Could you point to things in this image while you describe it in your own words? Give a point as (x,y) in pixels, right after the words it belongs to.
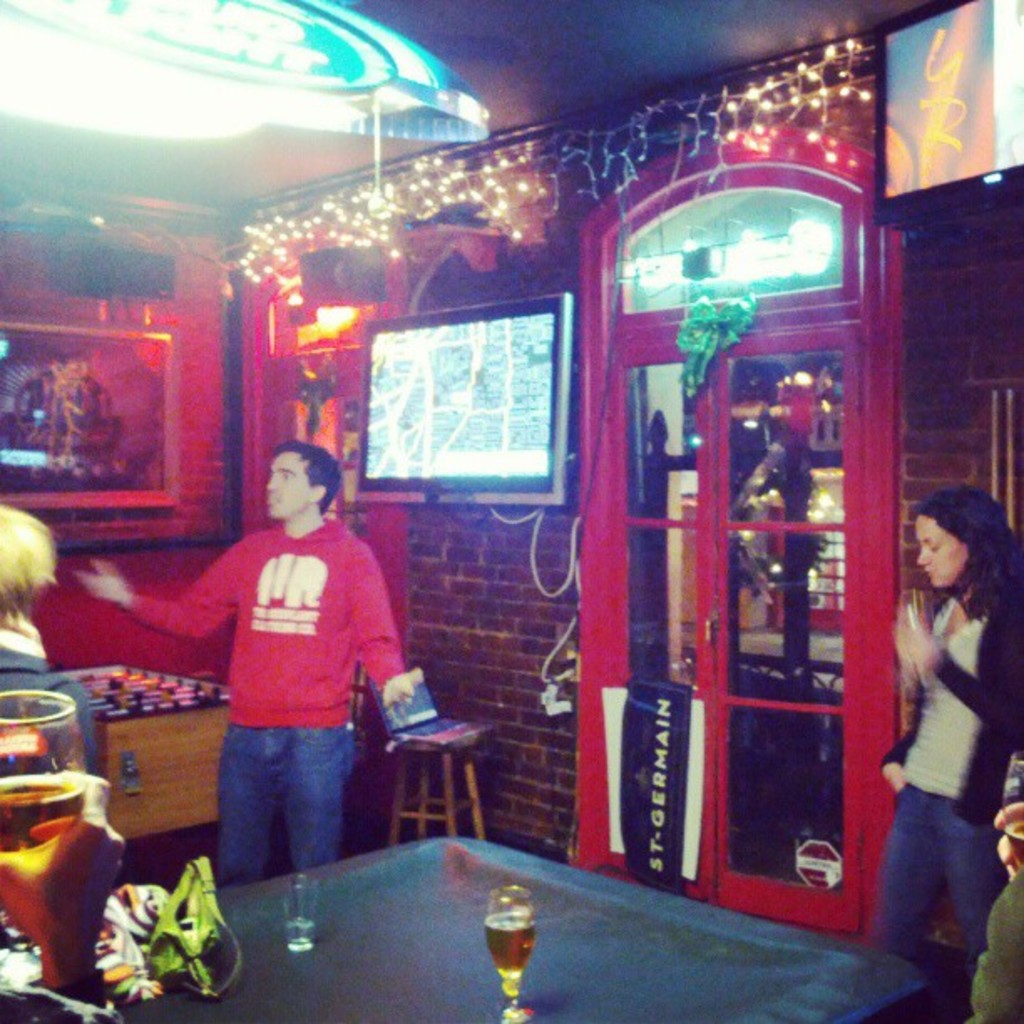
In the picture we can see inside the hall (721,69) with a table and near to it we can see a man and a woman (955,829) are standing and on the table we can see a glass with a wine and a glass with water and in the background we can see the wall (207,226) with a door (737,417) and beside it we can see a TV (928,129) and some decorative lights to it.
